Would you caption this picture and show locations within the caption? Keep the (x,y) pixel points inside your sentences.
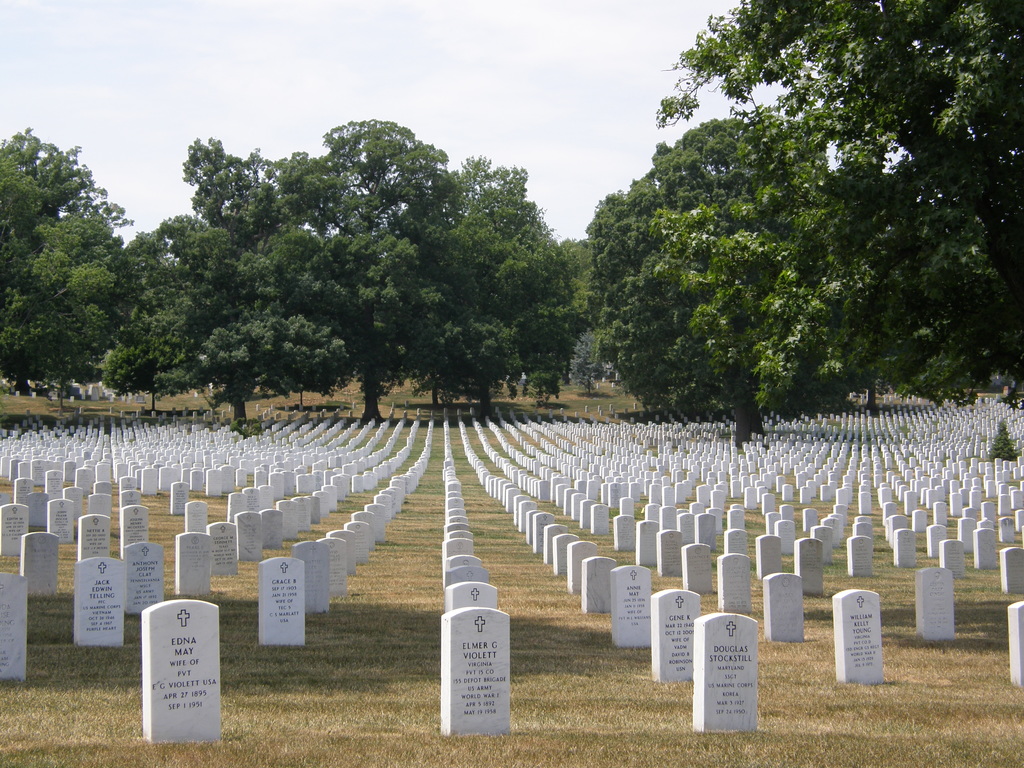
In this image we can see a large group of grave stones (449,442) arranged in the rows on the ground (430,724). We can also see some text (471,696) and a cross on the grave stones (226,438). On the backside (421,363) we can see a group of trees (526,343) and the sky (537,96) which looks cloudy.
